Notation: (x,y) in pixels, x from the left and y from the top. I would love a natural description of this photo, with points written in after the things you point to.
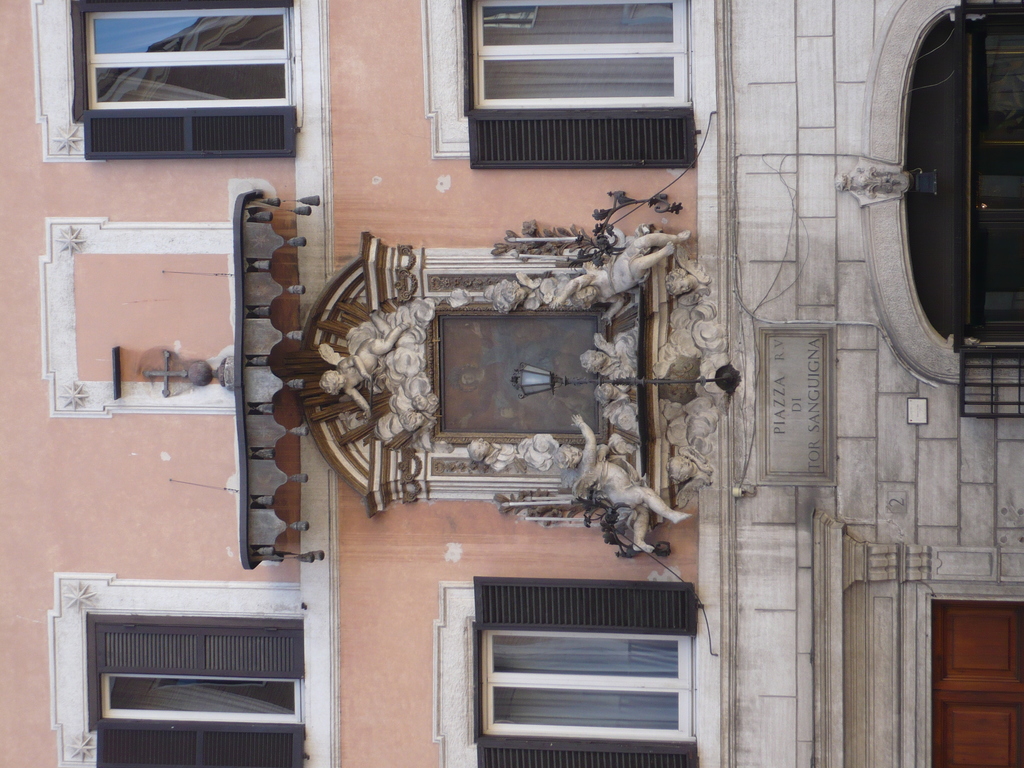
In this image there is a building (768,397) in the vertical direction. To the building (379,404) there are four windows (484,167) and a light (518,377) in the center (539,383).
